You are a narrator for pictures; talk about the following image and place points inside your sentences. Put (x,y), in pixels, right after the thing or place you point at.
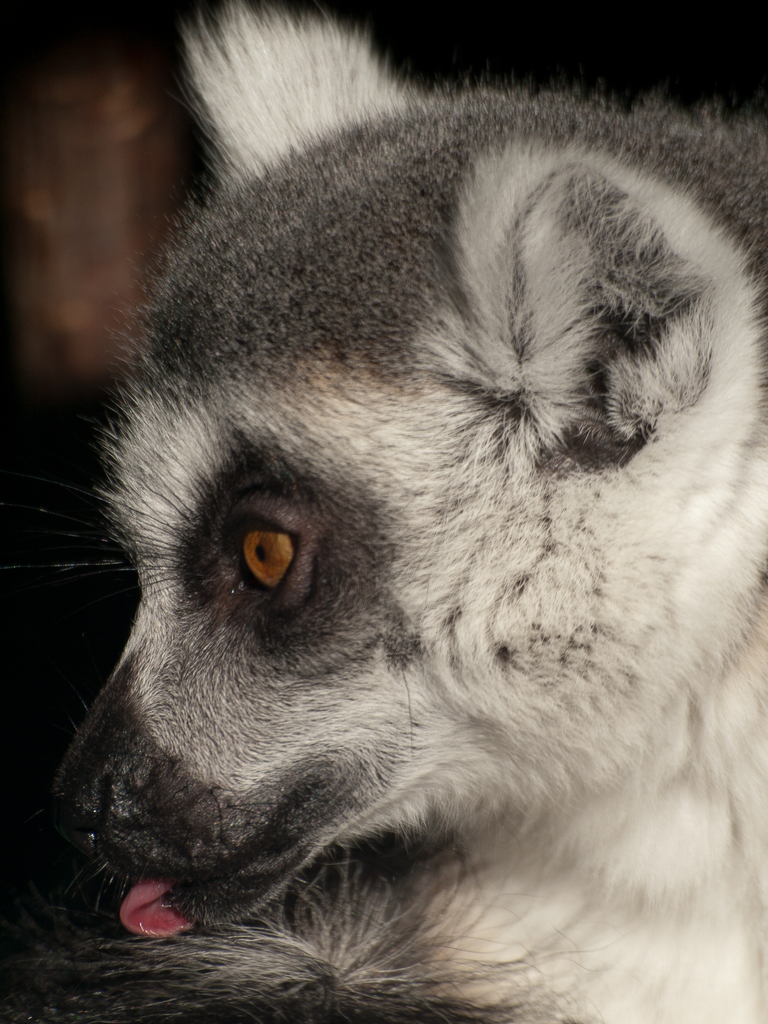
In this picture I can see there is a animal (494,799) it is looking at left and it has white and black fur (612,726) and the backdrop (47,80) is dark.
